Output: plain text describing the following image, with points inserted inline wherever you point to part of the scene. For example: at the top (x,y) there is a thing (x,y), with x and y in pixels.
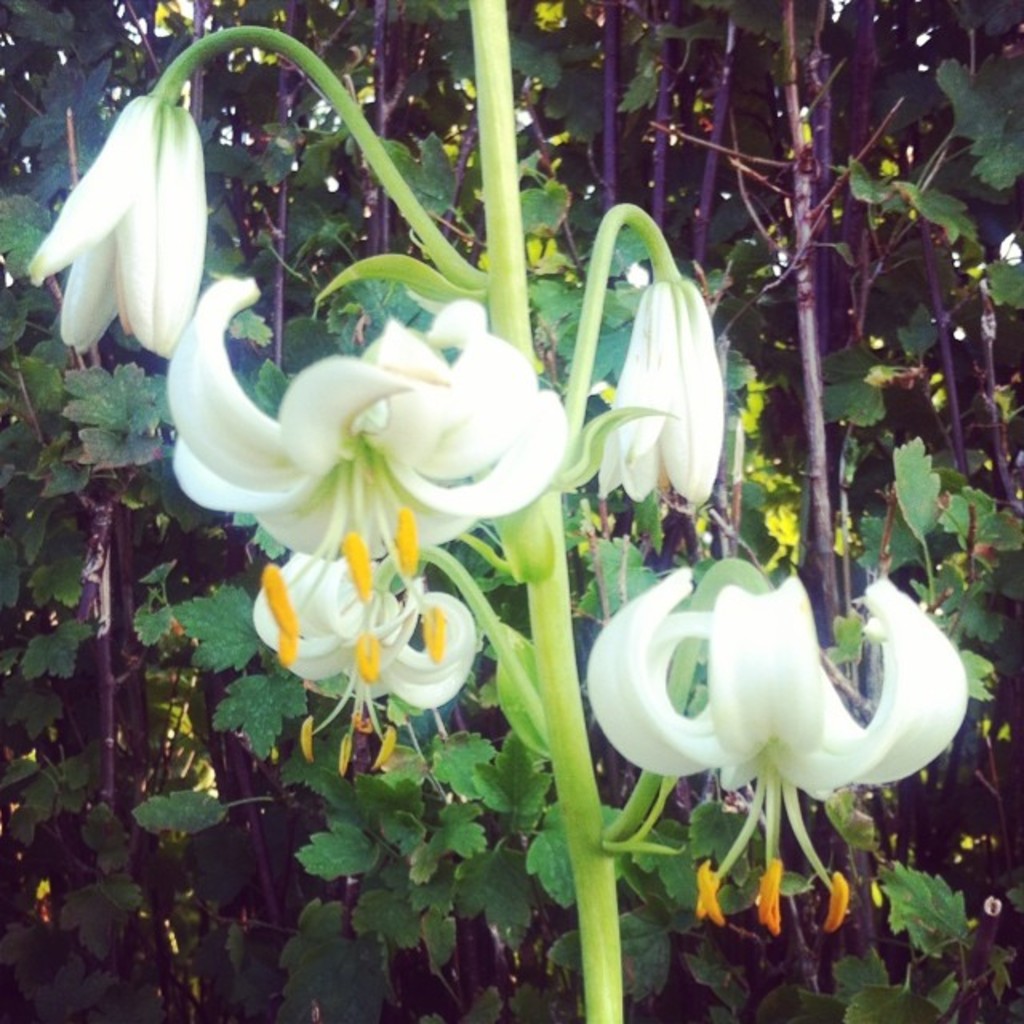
In this image we can see some flowers (636,393) on stems (508,110) of a plant (546,621). In the background (622,861), we can see group of plants (300,218).
